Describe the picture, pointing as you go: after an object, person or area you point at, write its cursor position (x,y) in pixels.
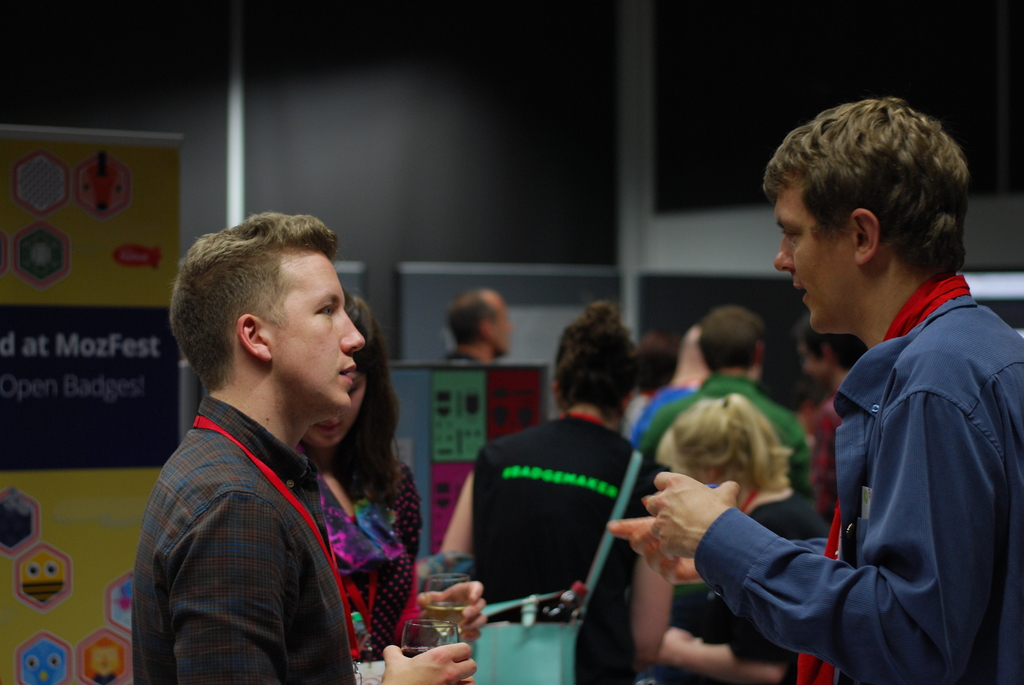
In the background (538,321) we can see a person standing and it seems like a board (559,294). On the left side of the picture (126,169) we can see a board (147,241). In this picture we can see people (332,325) standing and few (421,678) are holding glasses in their hands (449,667).
